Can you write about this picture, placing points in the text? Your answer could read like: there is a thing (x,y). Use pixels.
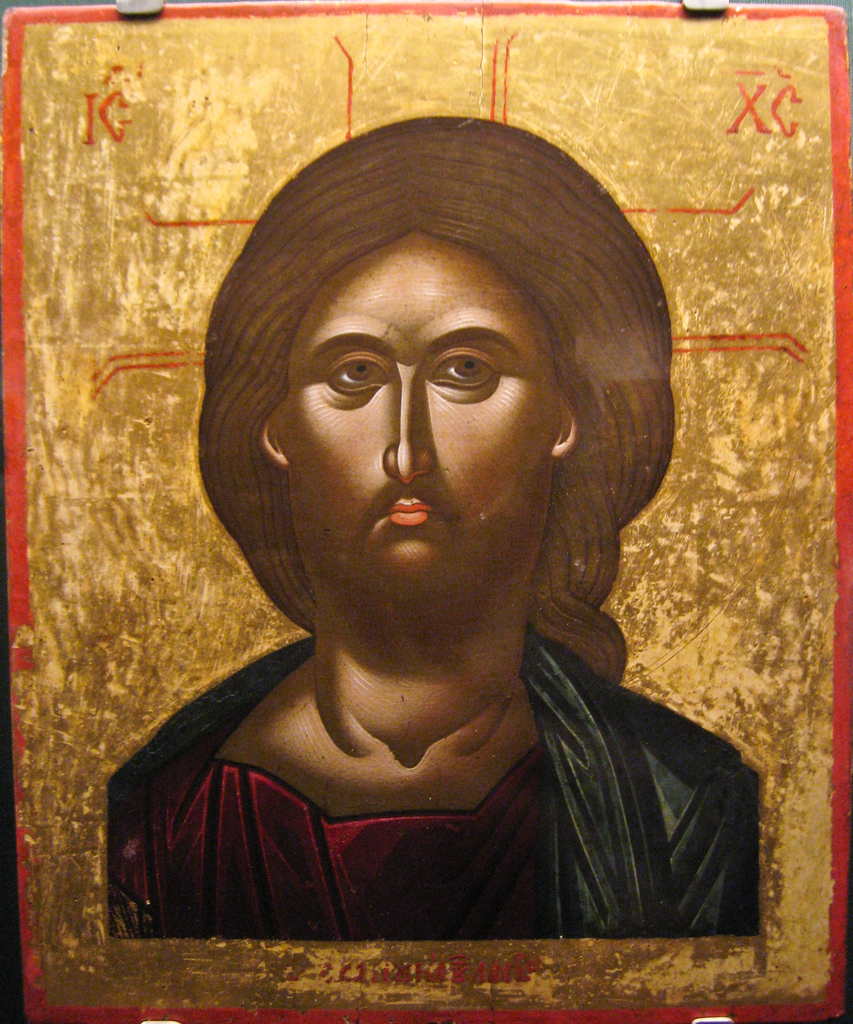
In this picture we can see a painting (384,662) of a person (400,553).
